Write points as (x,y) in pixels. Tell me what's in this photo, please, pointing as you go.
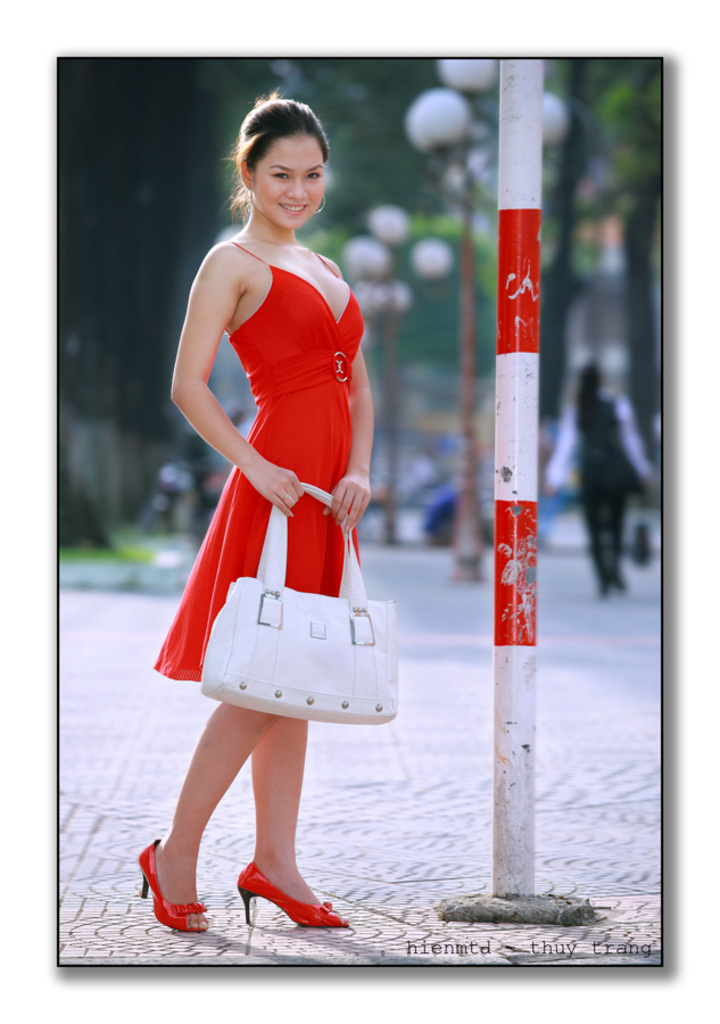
In this image we can see a lady (207,725) wearing red dress (308,464) and holding white handbag (276,694) in her hands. In the background (592,431) we can see street light poles (468,334) and person (602,545).
